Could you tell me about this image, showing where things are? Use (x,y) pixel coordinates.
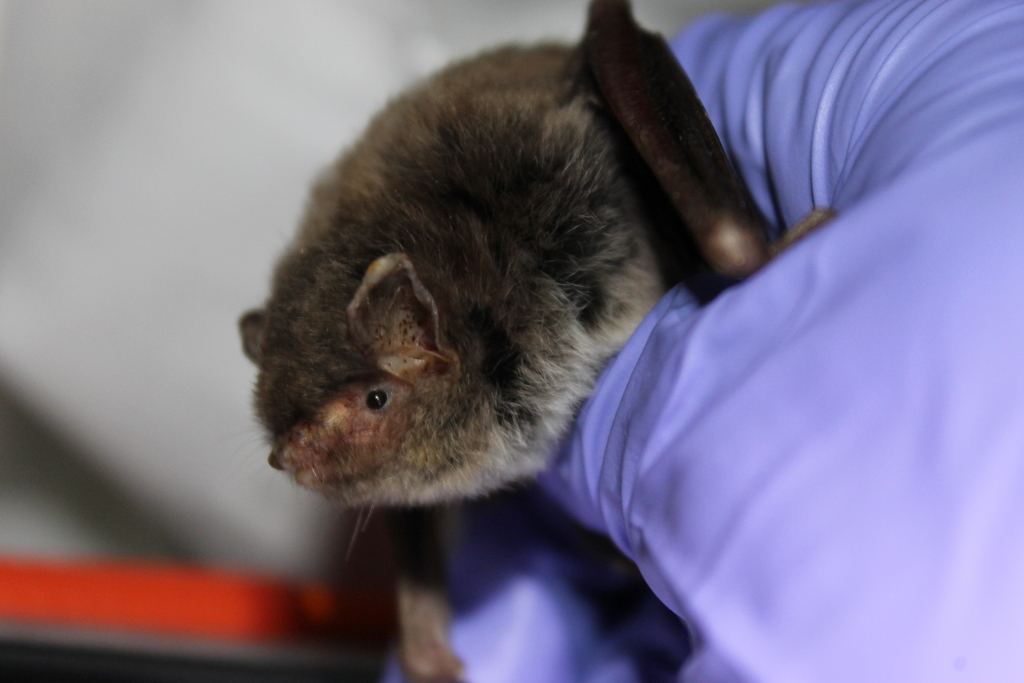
In this picture there is an evening bat (450,254) in the image, in a gloved hand (826,268).
